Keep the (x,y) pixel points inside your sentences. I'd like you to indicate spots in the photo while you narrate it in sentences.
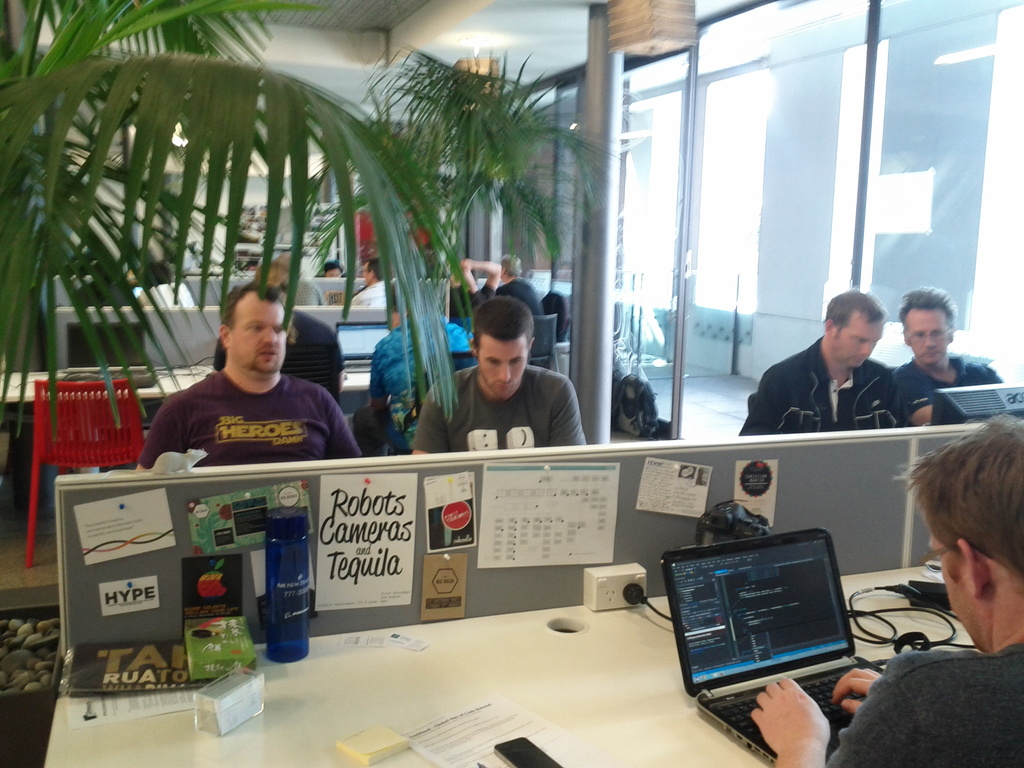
In this image there are group of people (412,360) sitting on the chair (70,433). On the table (337,675) there is a laptop (674,560), switchboard (620,595), wire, boards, bottle (301,652) and a mobile (519,744). At the back side (723,234) we can see a glass door (770,185) and there is a flower pot (131,88).
